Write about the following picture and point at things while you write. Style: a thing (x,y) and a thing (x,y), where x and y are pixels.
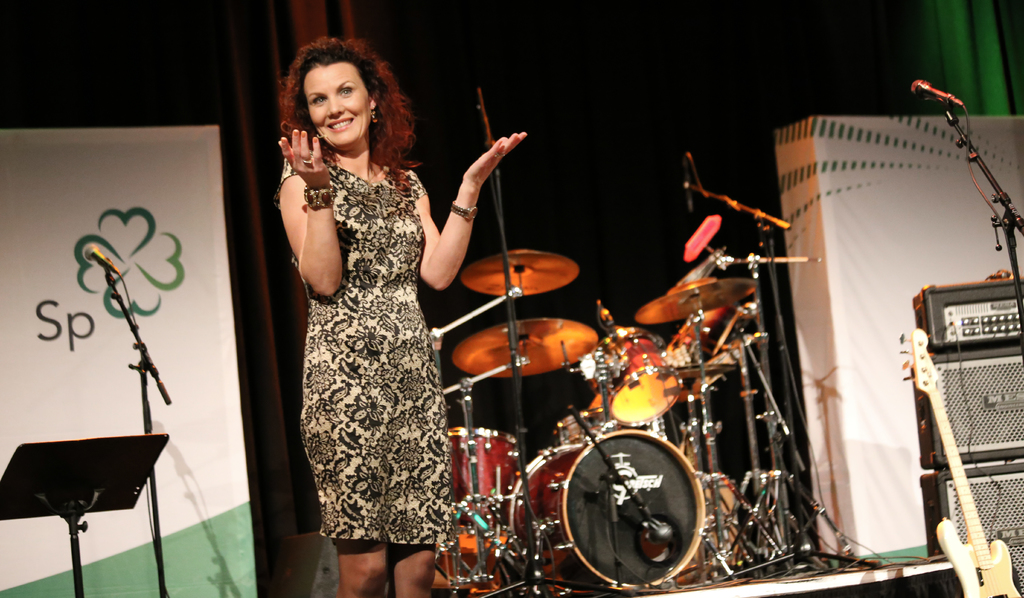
This image consists of woman (434,562) standing on the dais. In the background (665,320), there is a band setup (657,394) and speakers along with mics (142,376).
